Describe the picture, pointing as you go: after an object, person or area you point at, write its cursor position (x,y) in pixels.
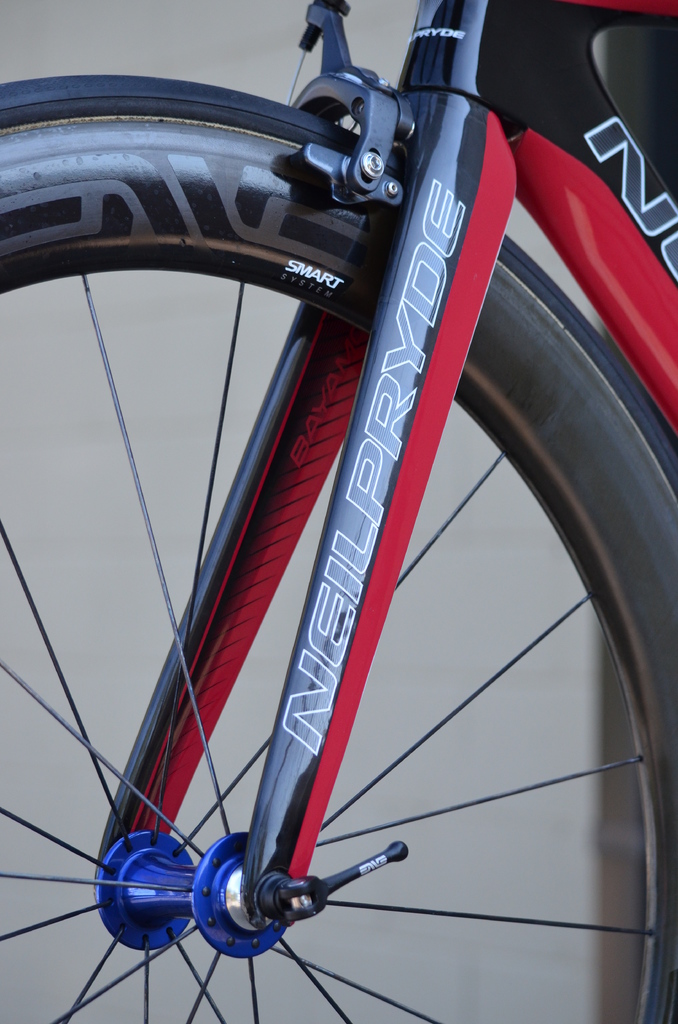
This is a truncated bicycle (273,264). Here we can see a bicycle wheel (228,261). In the background (89,45) the image is blur.
